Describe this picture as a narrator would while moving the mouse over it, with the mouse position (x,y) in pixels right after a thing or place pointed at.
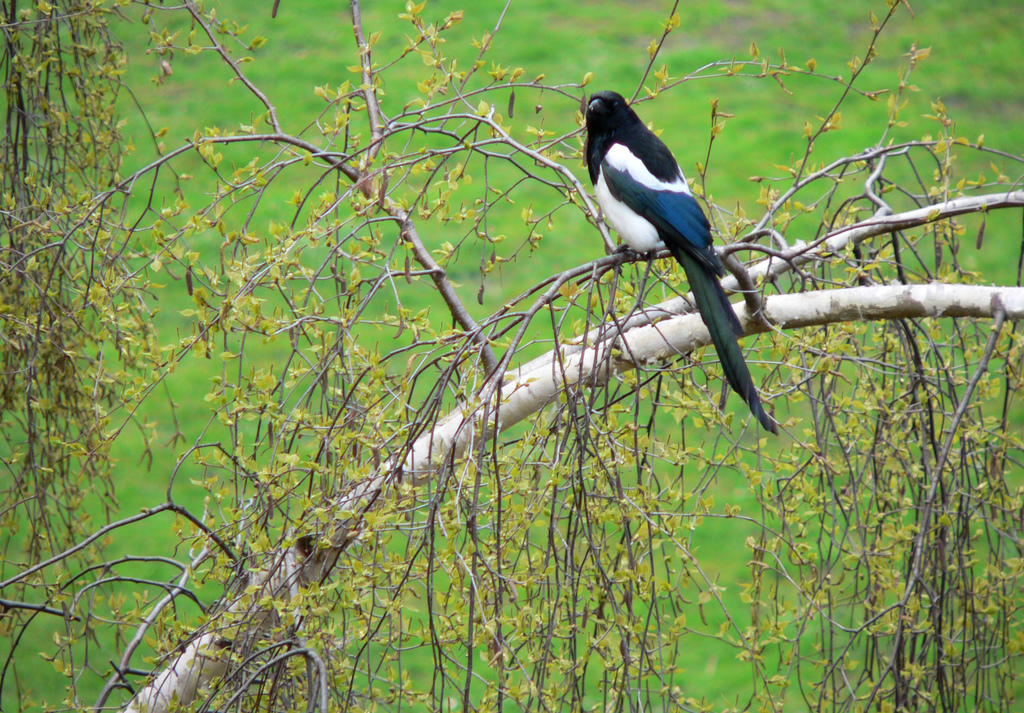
In the picture we can see a bird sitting on the plant (239,628), the bird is black and some part of white in color and in the background (930,36) we can see a grass surface (438,573) which is not clearly visible.
